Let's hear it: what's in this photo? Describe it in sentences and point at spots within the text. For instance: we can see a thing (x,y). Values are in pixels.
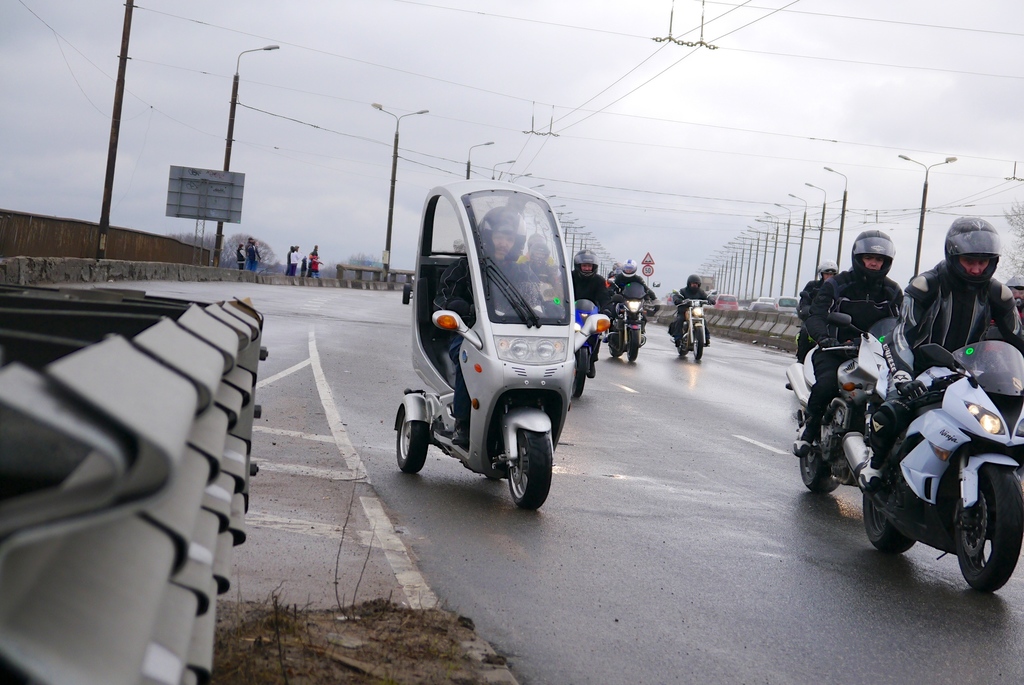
In this image there are few persons (911,318) wearing helmet (992,270) and riding bikes (982,454) on the road (723,477). A person (454,303) is sitting in the vehicle (493,336). He is wearing helmet (506,225). Few persons (297,257) are standing beside the road (321,294). There are few street lights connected with few wires (407,160). There is a pole (650,276) having board (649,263) attached to it. Top of image (757,97) there is sky (708,103).
